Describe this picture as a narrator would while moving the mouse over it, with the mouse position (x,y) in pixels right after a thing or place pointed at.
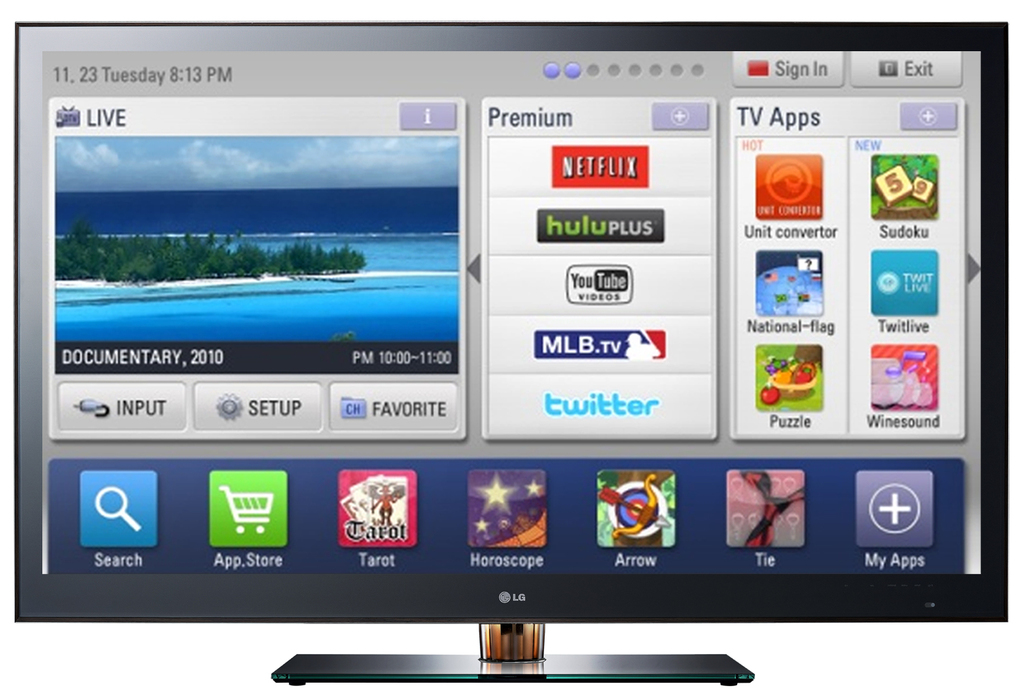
In this image, we can see monitor (658,385) with stand (558,671). On the screen (362,431), we can see the image (335,320), text (170,74), icons (764,286) and applications (774,181).
